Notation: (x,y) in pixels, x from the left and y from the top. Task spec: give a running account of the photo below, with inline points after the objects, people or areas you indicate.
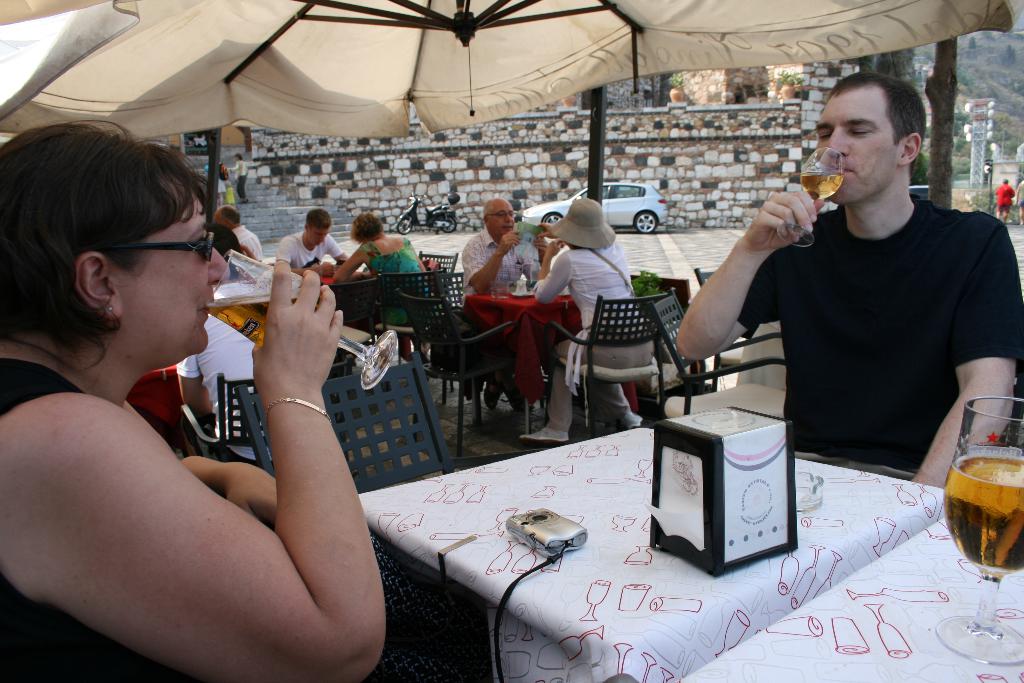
In this image there is a table (875,656) which is covered with a white cloth (532,467), And on that there is a glass (1004,525) which contains alcohol (978,500) and a man (906,361) sitting on the chair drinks alcohol (827,196) and a woman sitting in front of him she is also drinking alcohol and there are some peoples (540,248) sitting on the chair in the background (734,178) there is a wall (727,176), there is a car (630,209), there is a scooter (434,216) and some stairs (292,202).
